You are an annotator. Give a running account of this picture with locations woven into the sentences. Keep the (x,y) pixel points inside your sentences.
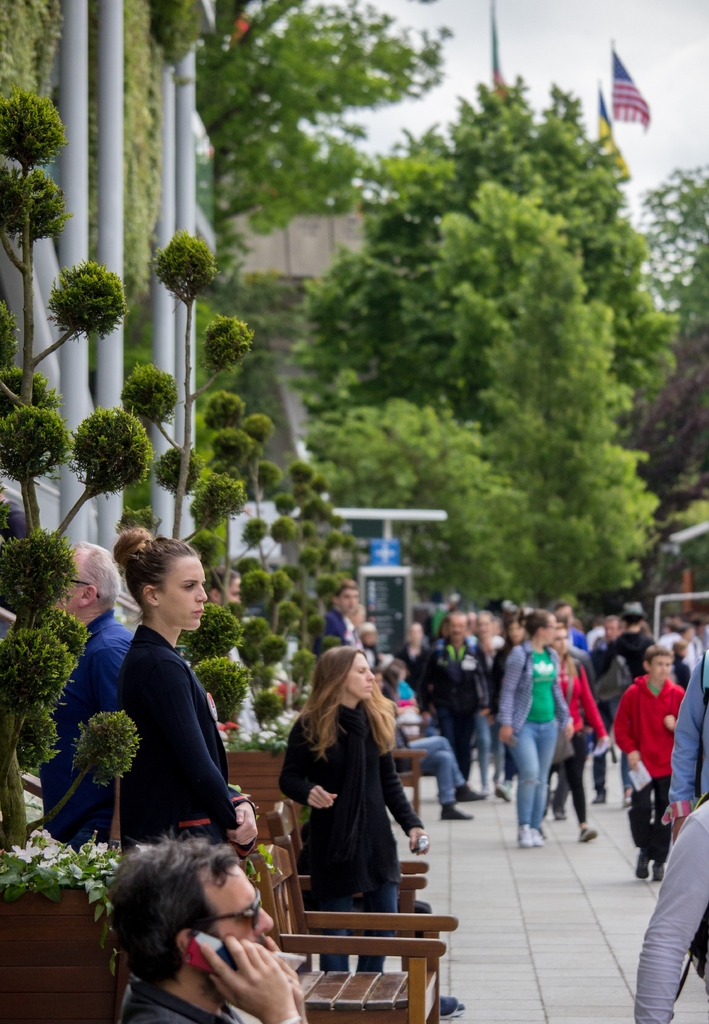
In the center of the image (426,662) we can see persons (499,718) walking on the road (547,816). On the left side of the image (150,735) we can see poles (60,493), trees (22,577), benches (346,923) and persons (137,778). In the background (423,261) we can see flags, trees (493,211) and sky (398,105).
